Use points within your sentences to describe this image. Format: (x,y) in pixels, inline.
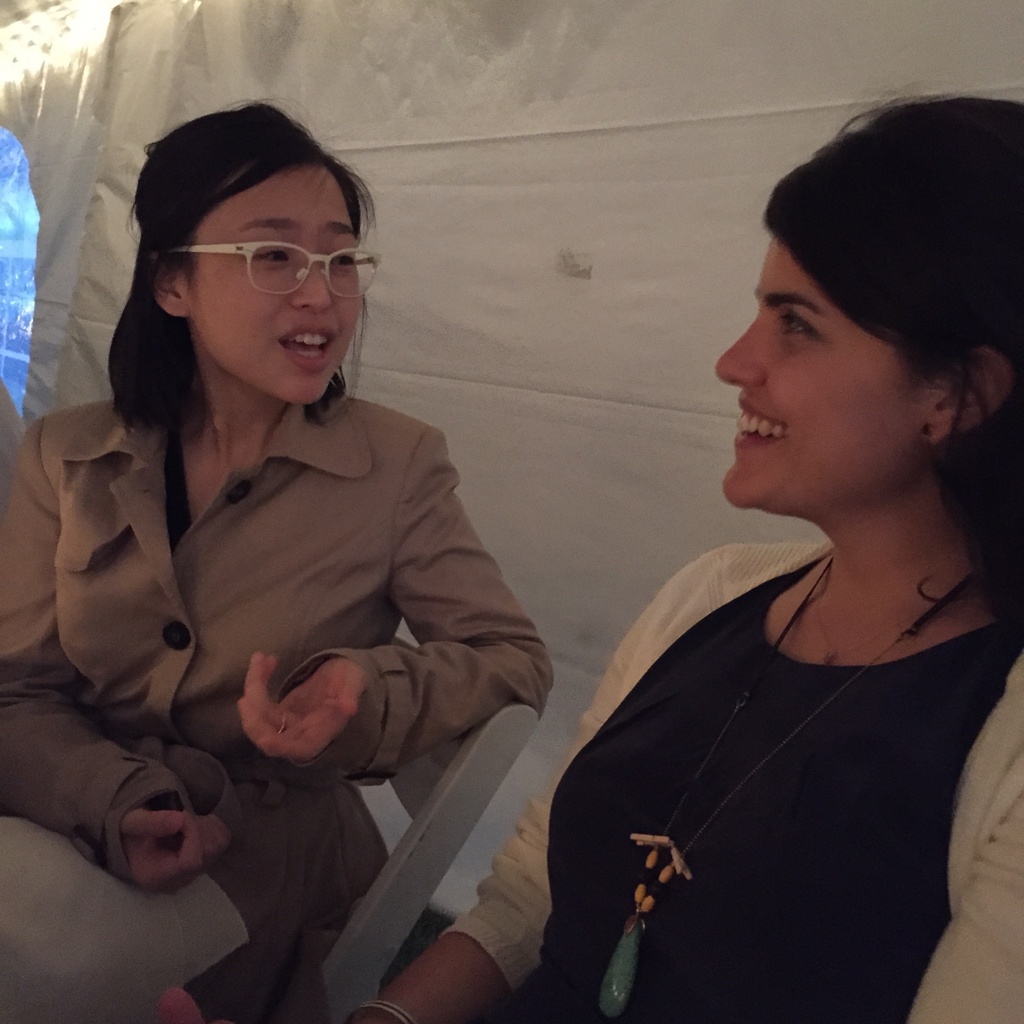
In the image we can see two women (456,503) sitting, wearing clothes (404,584) and it looks like they are talking to each other. The left side woman (161,430) is wearing spectacles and the right side woman (699,634) is wearing a neck chain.
